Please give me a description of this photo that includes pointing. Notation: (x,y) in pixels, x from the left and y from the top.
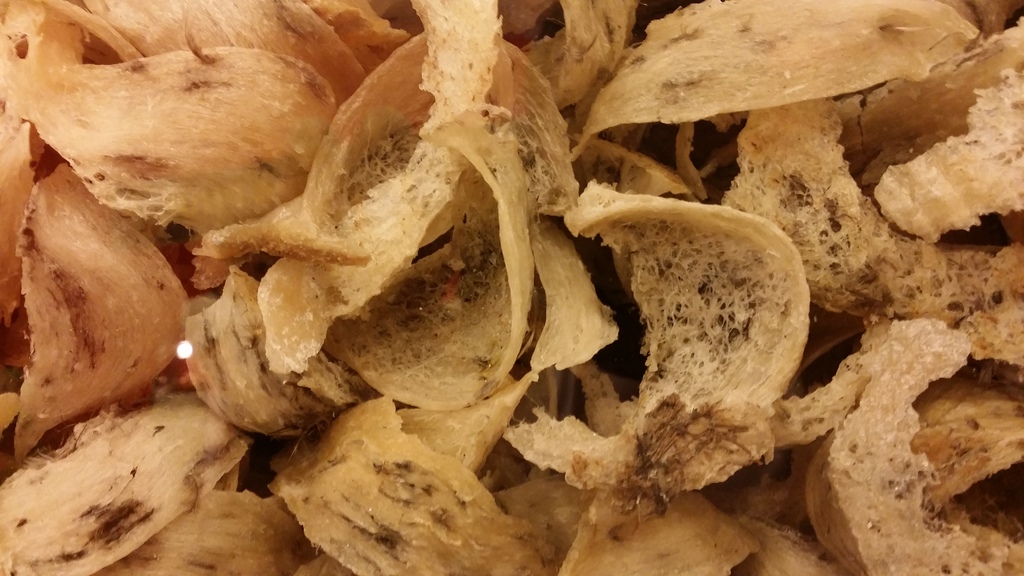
In this image I can see food (487,373) which is in cream and brown color.
